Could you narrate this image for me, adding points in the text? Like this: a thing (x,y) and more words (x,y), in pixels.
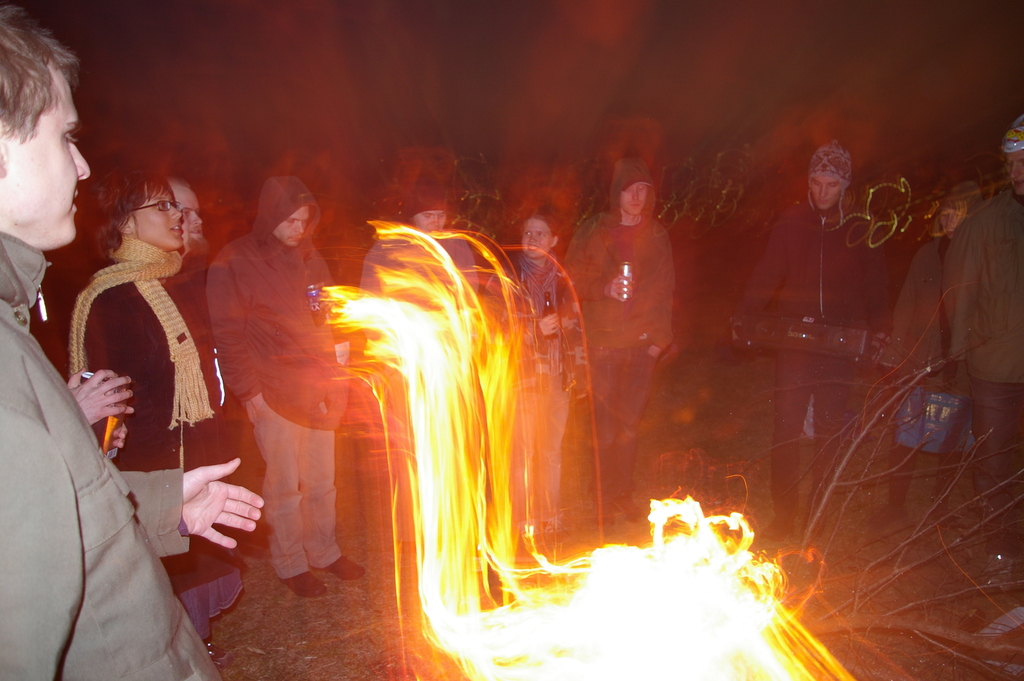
In the center of the picture (501,433) there are flames (519,562). On the left (102,424) there are people (90,385) standing. In the center of the picture (649,316) there are people (794,288). In the background (409,74) it is dark.
